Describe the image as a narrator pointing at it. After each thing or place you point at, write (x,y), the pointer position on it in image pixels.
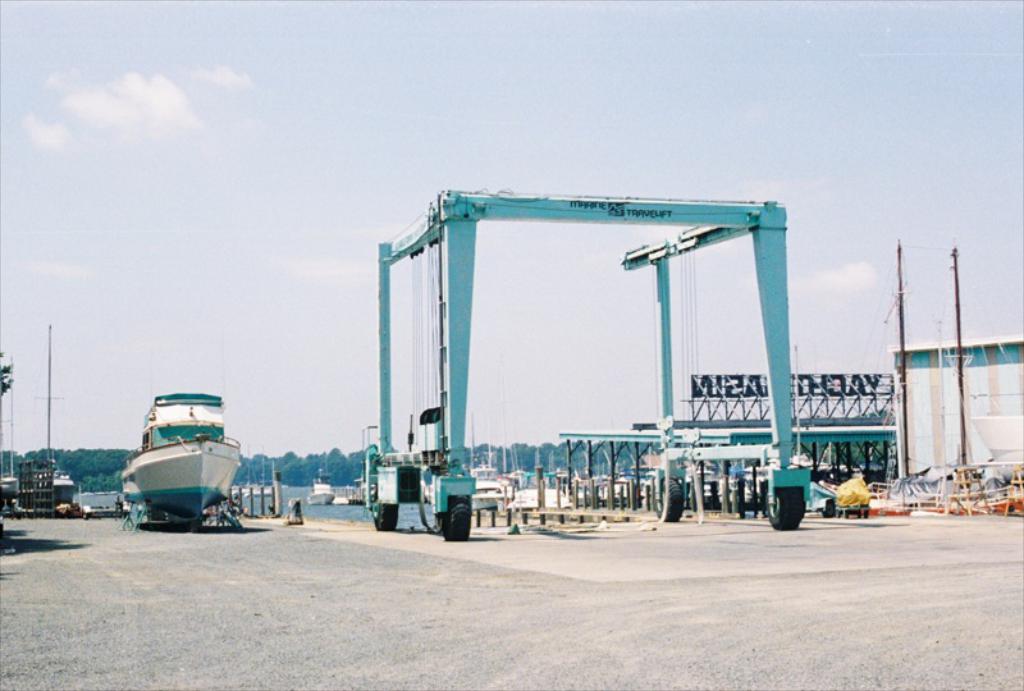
In this image I can see a ship (194,479) which is in blue and white color. In front (447,230) I can see blue color trolley (433,239) and I can see wheels (392,514). Back I can see a shed (976,377), trees (598,463), pole (955,269) and water (341,510). The sky (364,224) is in white and blue color.
